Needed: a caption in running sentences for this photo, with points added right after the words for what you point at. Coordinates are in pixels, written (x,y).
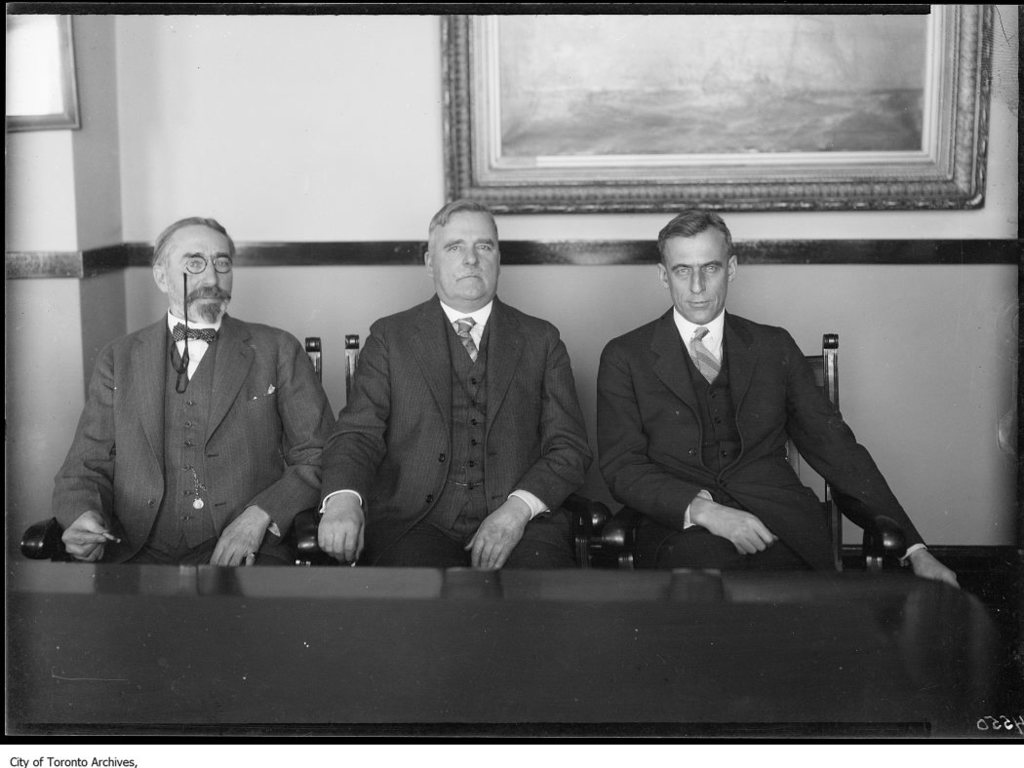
In this picture we can see three men (702,327) wore blazers (141,495), ties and sitting on chairs (825,494) and in front of them we can see a table (299,577) and in the background (48,342) we can see a wall (204,108) with frames (56,46).
